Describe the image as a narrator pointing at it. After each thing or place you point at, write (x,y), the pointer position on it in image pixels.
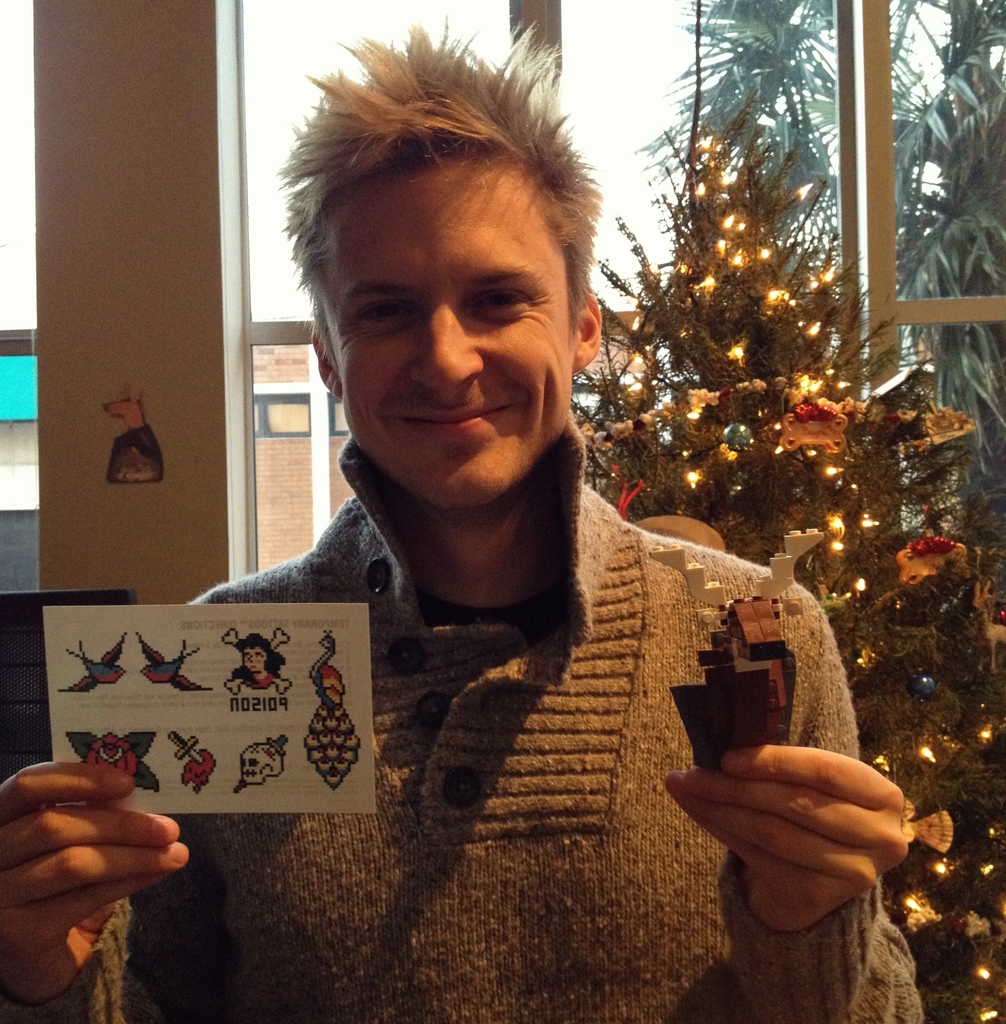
This image consists of a man (454,726) holding a card (240,808) and a craft (745,736). In the background (898,629), we can see a Xmas tree (887,556). And a pillar (197,367) along with windows (885,263). Through the windows (882,275) we can see a trees (795,122).
